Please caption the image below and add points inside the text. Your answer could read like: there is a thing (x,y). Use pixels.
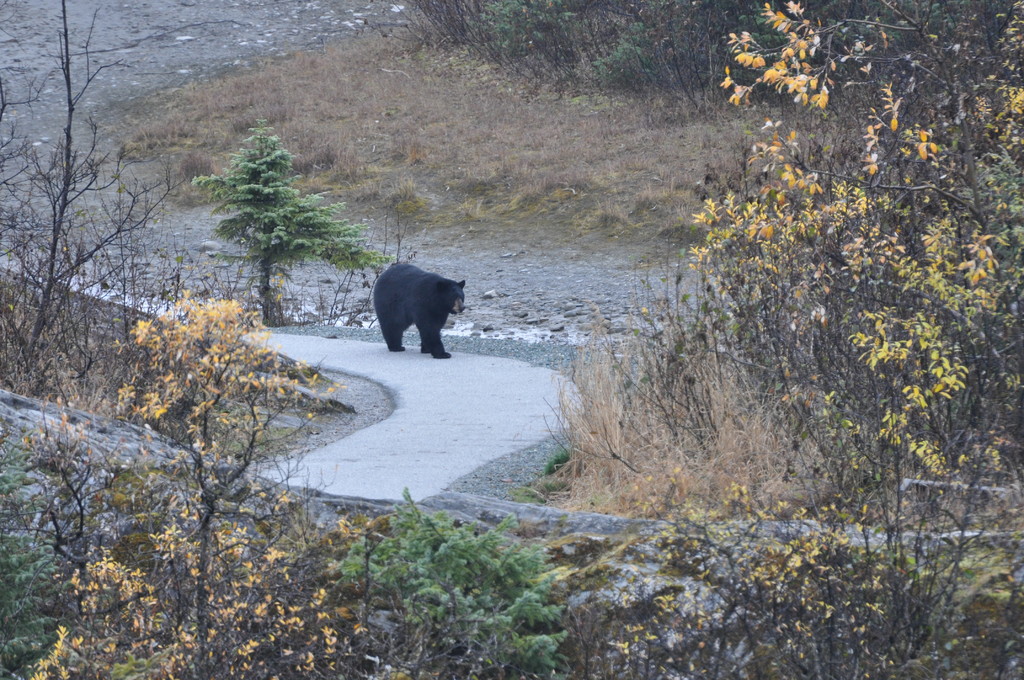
In this image we can see a bear (438,293) is walking on the road (435,448). Right side of the image (813,516) trees (813,567) are present. Background (312,126) dry grass (376,138) is there.
